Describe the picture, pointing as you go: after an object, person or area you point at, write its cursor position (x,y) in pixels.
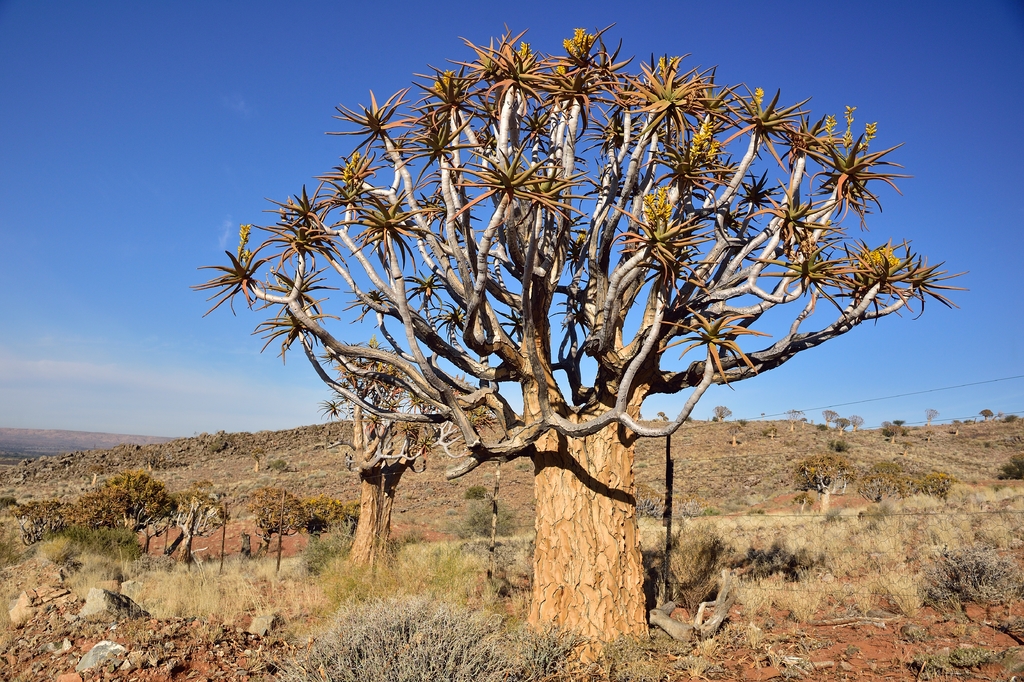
In this picture we can see trees (553,579), poles (492,506), stones (28,598) on the ground (870,642) and in the background (159,215) we can see the sky (881,73).
